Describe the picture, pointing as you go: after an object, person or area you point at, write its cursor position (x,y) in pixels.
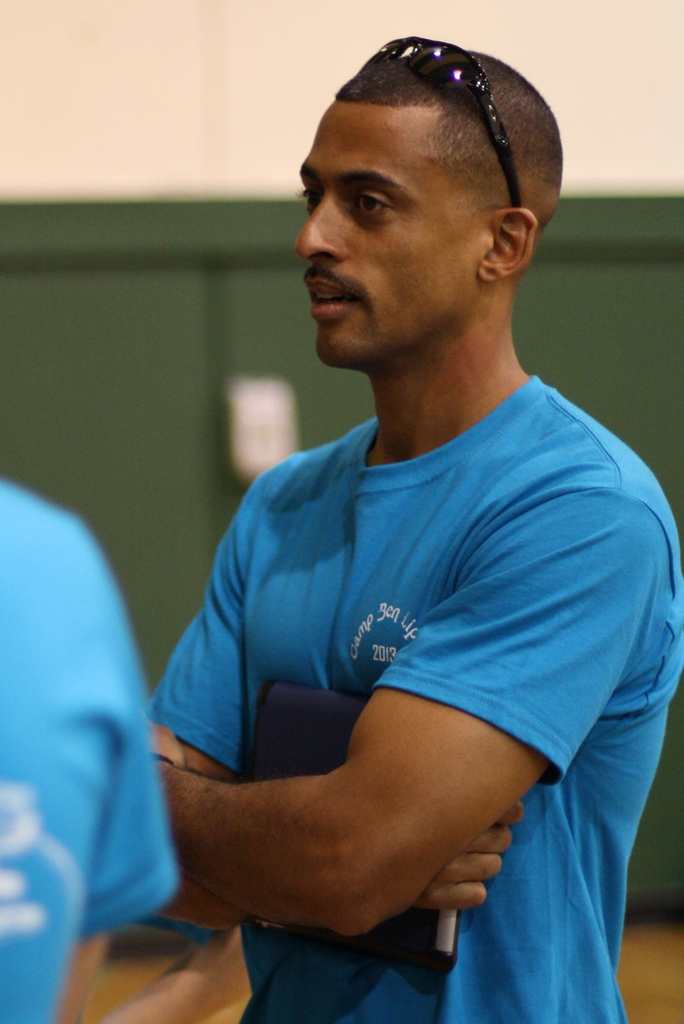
In this image we can see a person (309,172) wearing glasses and holding an object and on the left hand side (201,1002) we can see a human hand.
